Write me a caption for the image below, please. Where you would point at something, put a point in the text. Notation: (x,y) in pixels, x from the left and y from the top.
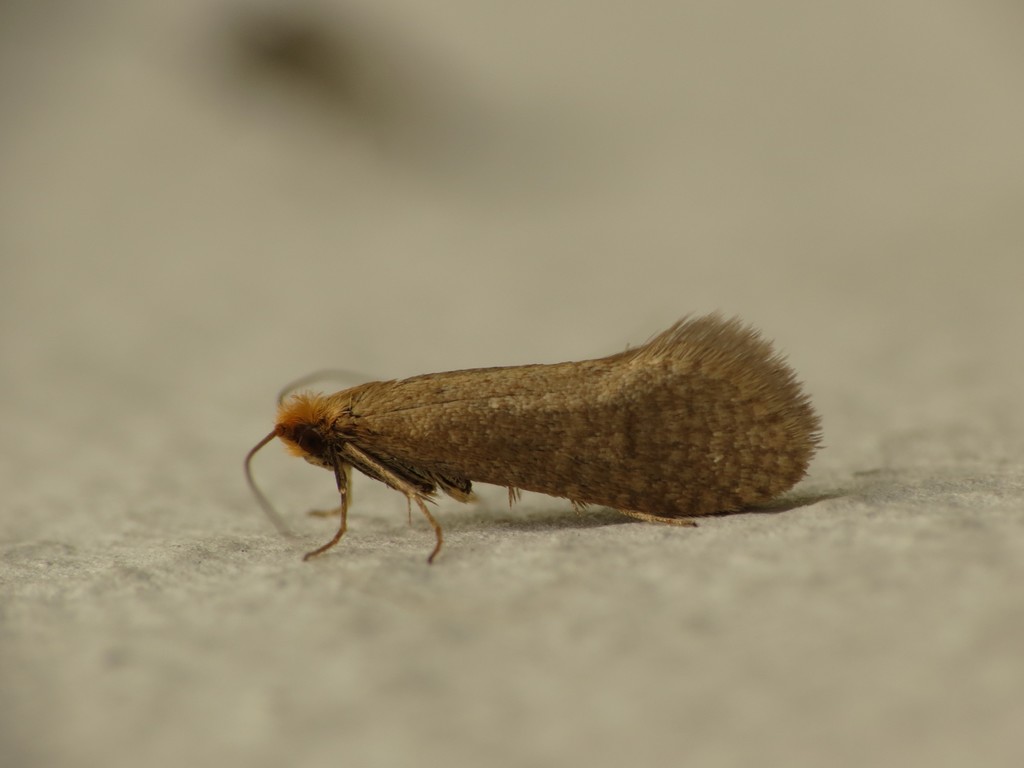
In this picture there is an insect (695,318) in the center of the image (675,426).
